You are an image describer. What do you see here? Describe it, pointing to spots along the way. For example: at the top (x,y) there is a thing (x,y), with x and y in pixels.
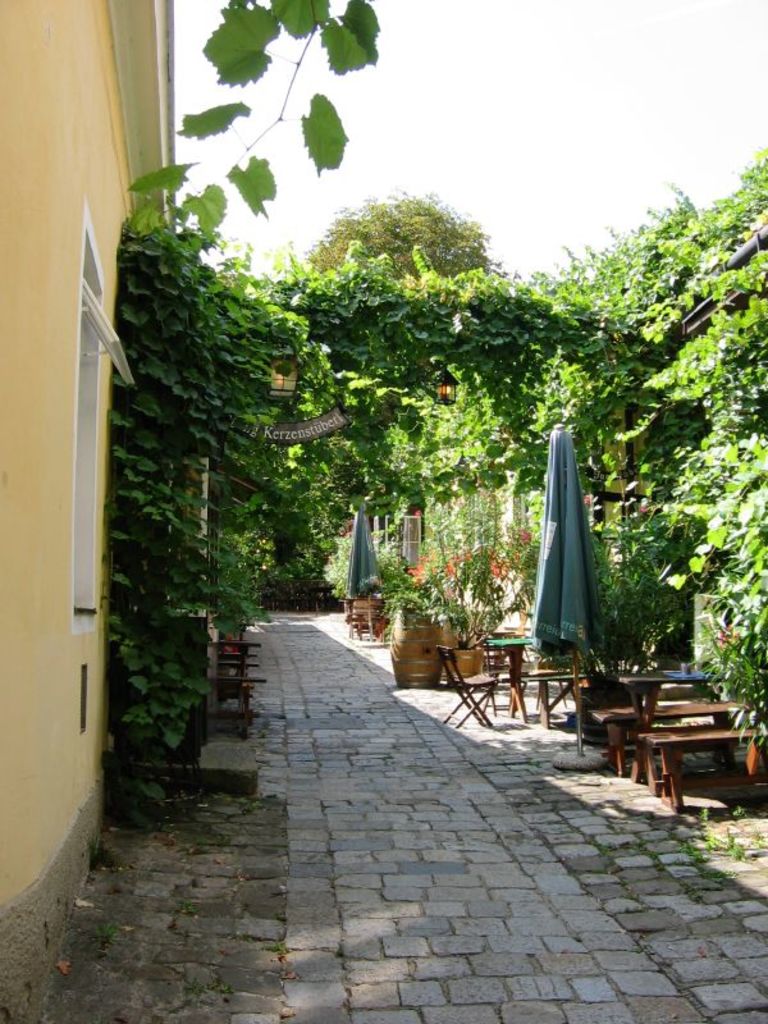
This picture might be taken from outside of the building (100,759). In this image, on the right side (756,435), we can see some trees (717,437), plants (714,500), cloth (579,569), table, chairs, benches (689,708), flower pot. On the left side (74,427), we can also see a building (31,684), window (78,473), trees (279,455), plants (301,447). In the middle (314,428), we can also see a hoarding (307,434). On the top (517,146), we can see a sky (529,156), at the bottom (404,857) there is a land (449,753) with some stones (544,759).
